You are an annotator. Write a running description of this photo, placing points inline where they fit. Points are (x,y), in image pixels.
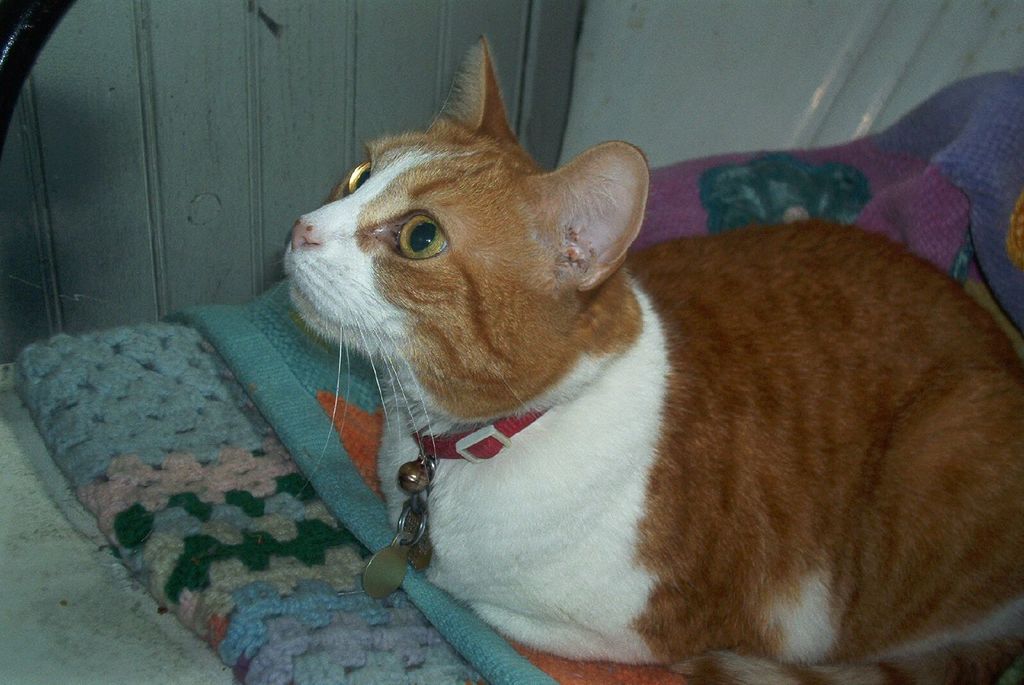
In the image there is a cat (492,259) which is in white and brown color is sitting on the clothes (301,396). Around its neck (454,424) there is a belt (434,457) with few lockets (401,524). In the background (273,173) there is a wall (279,65).
